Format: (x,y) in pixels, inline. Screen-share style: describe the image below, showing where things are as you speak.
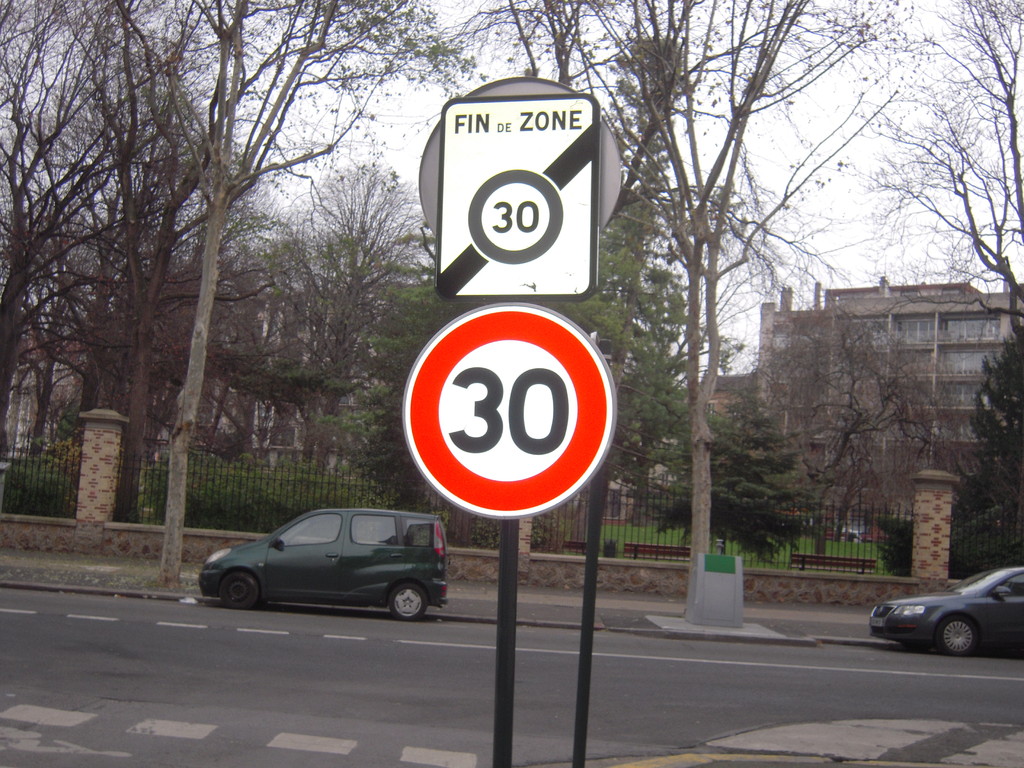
In the image there is a sign board (492,384) in the middle (503,427), behind it there are two cars (384,544) parked on road (673,685) followed by fence (774,523) behind it and trees (232,325) all over the place, on the right side (825,314) background (854,329) there is a building (818,354) and above it sky (836,169).
